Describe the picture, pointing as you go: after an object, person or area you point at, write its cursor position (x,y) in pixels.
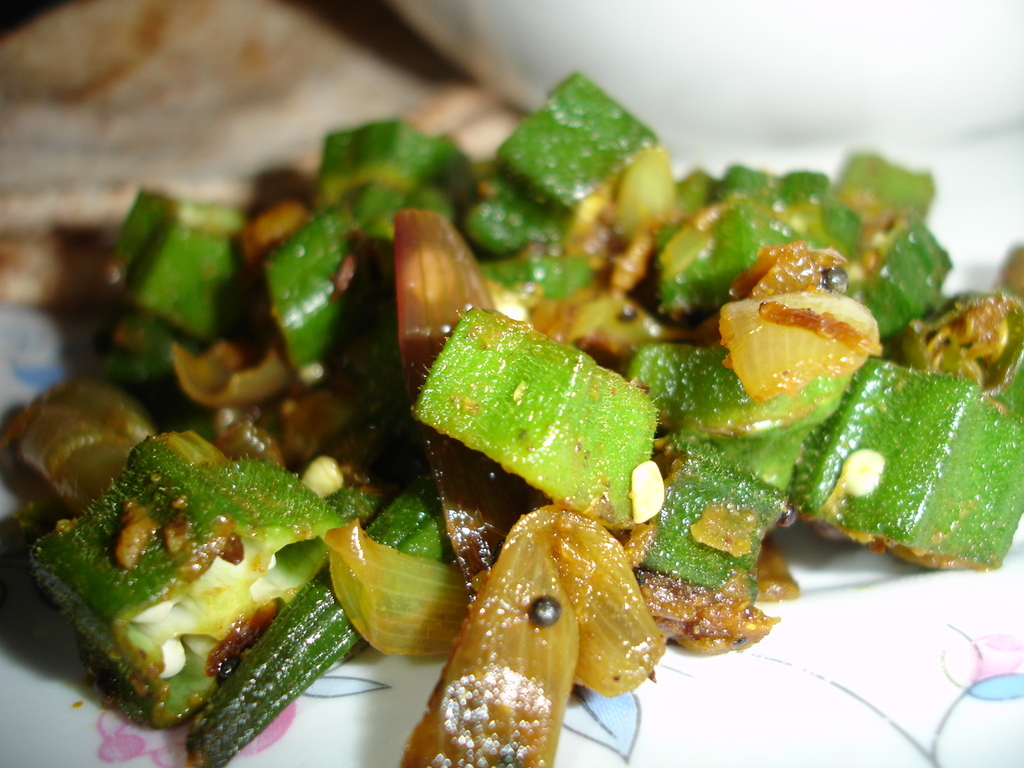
In the image there is a white plate (722,703). On the plate (876,734) there is a curry (274,368) with ladies finger pieces (501,348), onion pieces (452,602) and mustard seeds (534,614).
